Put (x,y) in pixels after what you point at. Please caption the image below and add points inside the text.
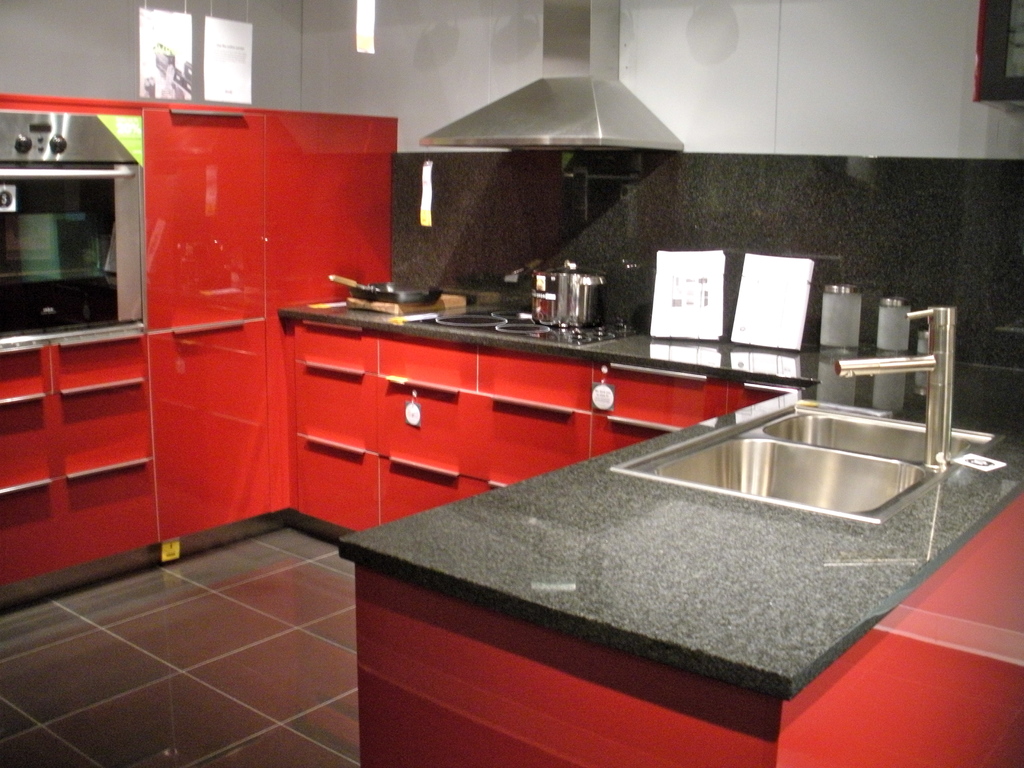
This image is of a kitchen (213,357). There is a kitchen platform (410,328) on which there is a stove (509,319) there is a vessel (581,323). There are objects (687,326). There is a chimney (585,124). In the background of the image (463,99) there is a wall (624,49). To the left side of the image (55,130) there is a oven (60,139). To the right side of the image (811,477) there is a sink (692,455). At the bottom of the image (211,720) there is floor (142,707).
